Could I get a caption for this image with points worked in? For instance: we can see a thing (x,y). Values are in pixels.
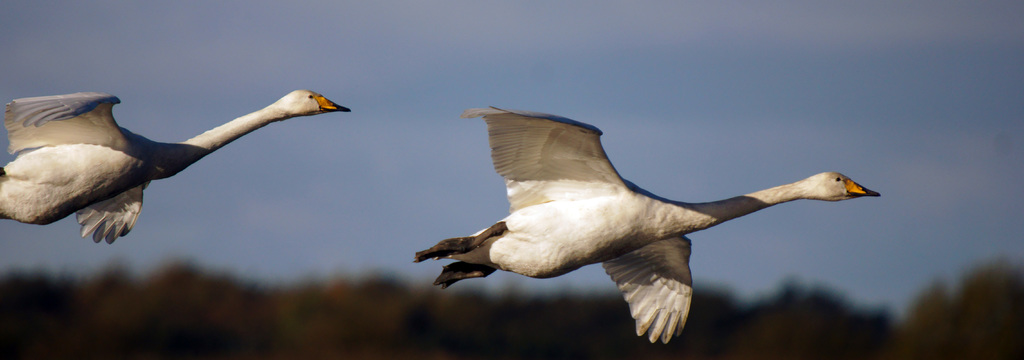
In this picture I can see 2 birds (157,158) in air (392,190) and they're off white in color and in the background (140,129) sky (283,131) and number of trees (475,323) and I see that it is a bit blurred.
